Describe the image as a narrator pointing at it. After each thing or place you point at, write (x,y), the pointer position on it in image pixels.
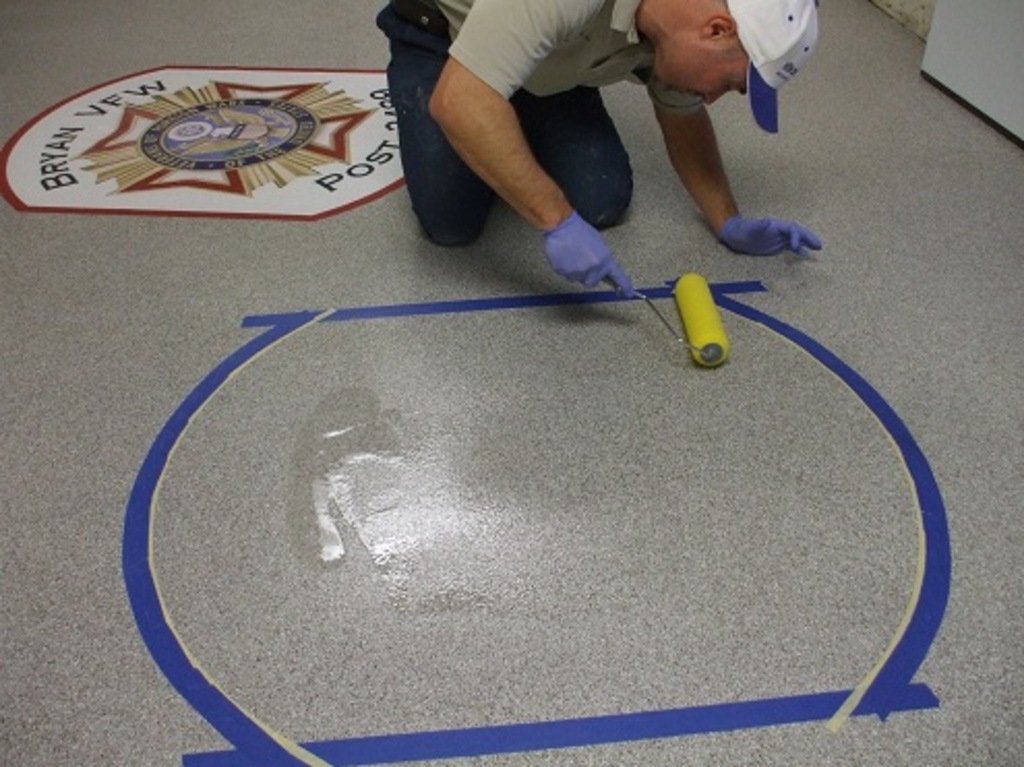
In the image we can see there is a man (750,46) sitting on the ground (645,421) and he is holding paint roller (706,351) in his hand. There are tapes (190,670) pasted on the ground (666,259) and there is an emblem (255,205) on the ground (255,221).
